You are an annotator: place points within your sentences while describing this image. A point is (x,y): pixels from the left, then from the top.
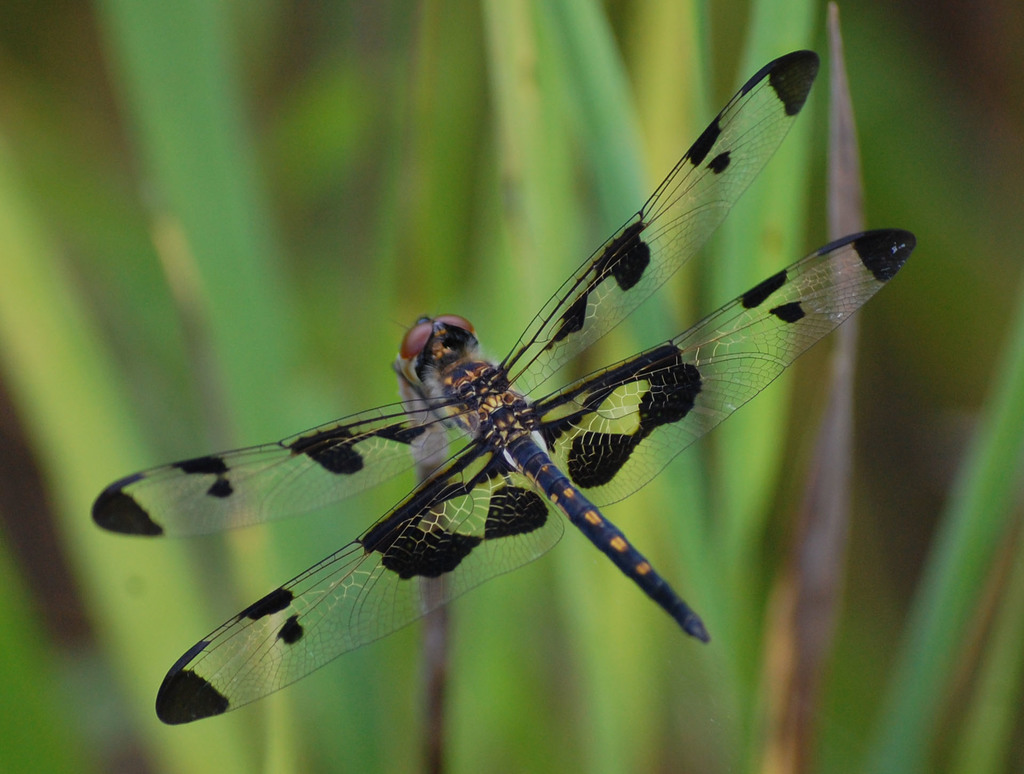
In this image in the foreground (383,529) there is one fly (494,468), and in the background (274,734) there are some plants (274,734).
